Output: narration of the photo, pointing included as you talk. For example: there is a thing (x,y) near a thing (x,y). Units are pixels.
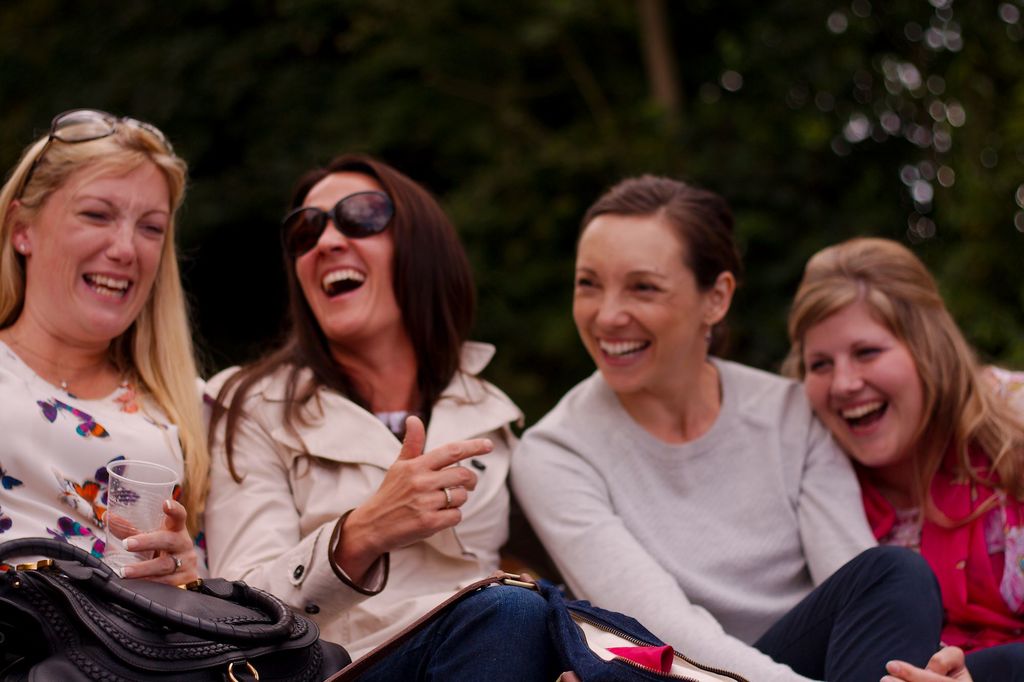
In this image there are four women (488,468) sitting. They are laughing. The woman (105,411) to the left (147,496) is holding a glass (114,527) in her hand (147,536). Behind them there are trees (718,94). The background (902,130) is blurry.
